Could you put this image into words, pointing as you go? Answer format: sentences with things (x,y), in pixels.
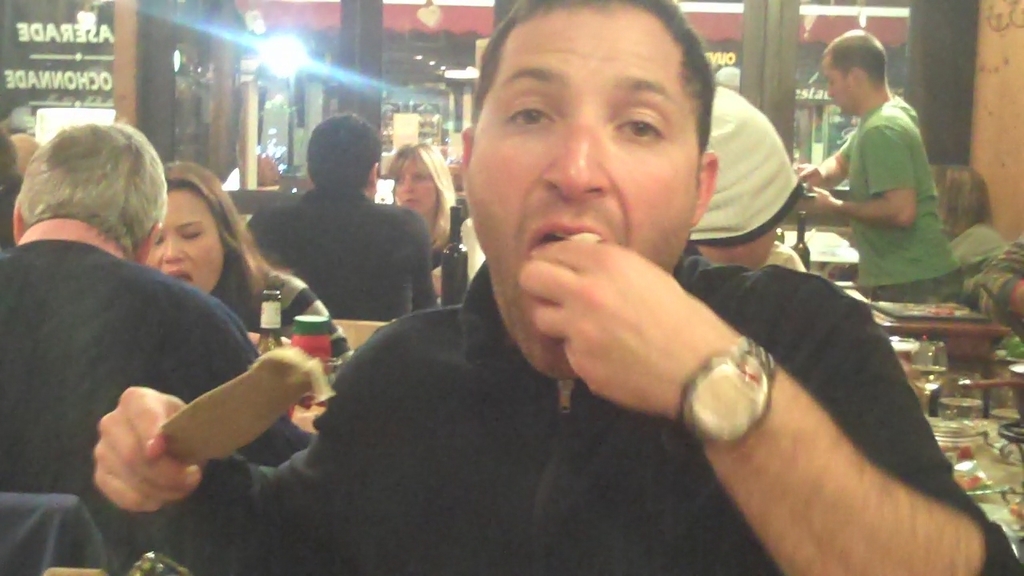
On the right side (794,301), there is a person (597,186) holding an object (301,365), sitting and eating a food item (587,244). In the background (11,365), there are other persons (979,241) sitting in front the tables (955,325), on which there are food items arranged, there is a person (869,57) who is serving, there are lights (297,40) arranged and there are glass doors (433,55) and other objects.
